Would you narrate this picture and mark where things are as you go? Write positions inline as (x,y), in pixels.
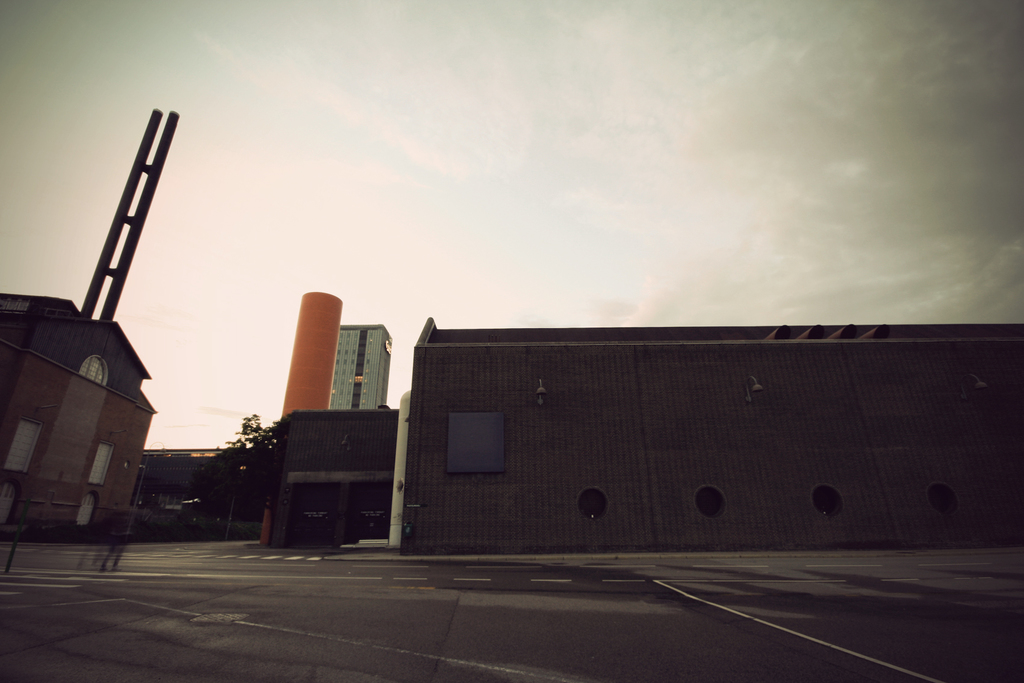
In this picture we can see buildings (604,448), on the left side (251,457) there is a tree (250,440), we can see the sky (555,111) at the top of the picture (507,111).
